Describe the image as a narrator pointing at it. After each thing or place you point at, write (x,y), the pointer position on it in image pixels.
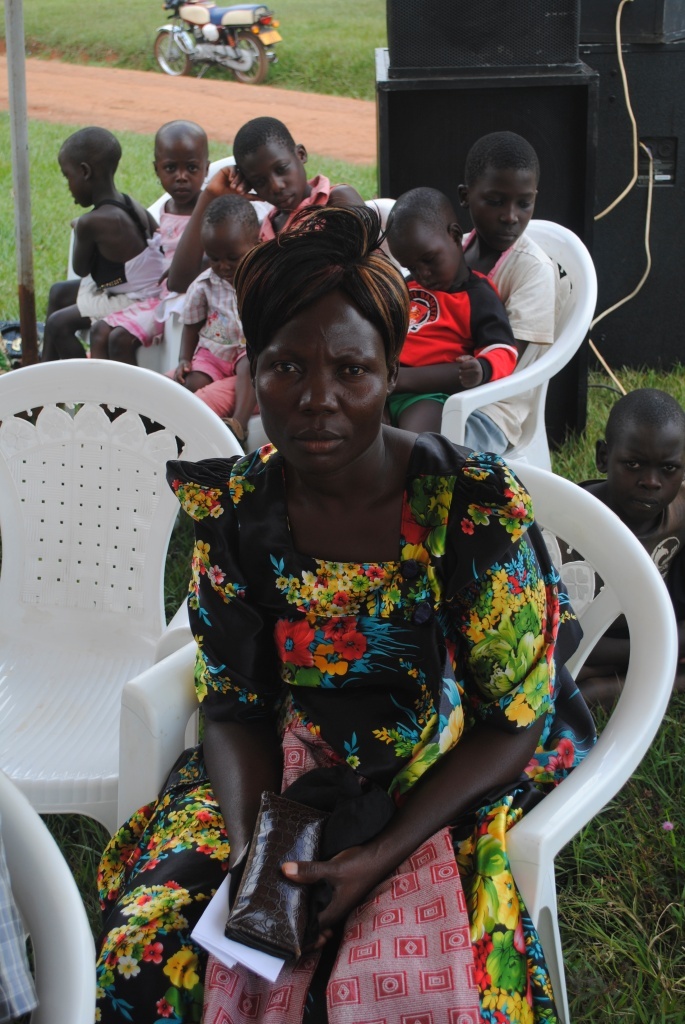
In this image I can see chairs (219,429), in which I can see children's (448,217) and woman (384,284) and there are some speakers (652,125), motorcycle (228,65), grass (310,44) visible.
